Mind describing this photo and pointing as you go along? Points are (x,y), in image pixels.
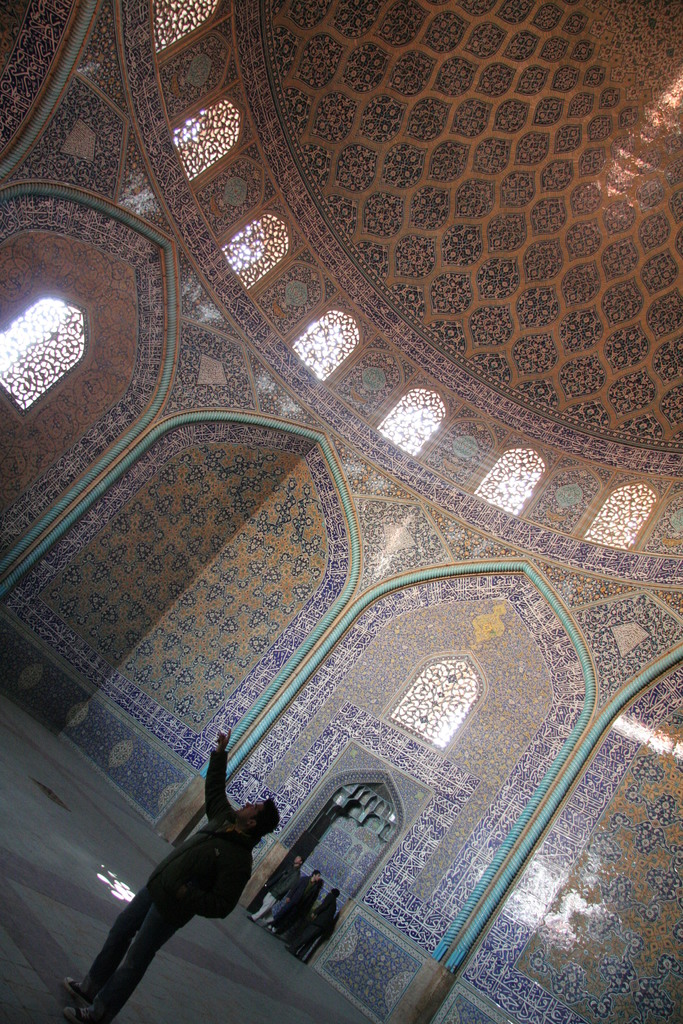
In this image we can see people (326,900). In the background (378,850) there is a wall (448,562) and we can see texture (455,622) on the wall (582,520). There are windows (616,517).
